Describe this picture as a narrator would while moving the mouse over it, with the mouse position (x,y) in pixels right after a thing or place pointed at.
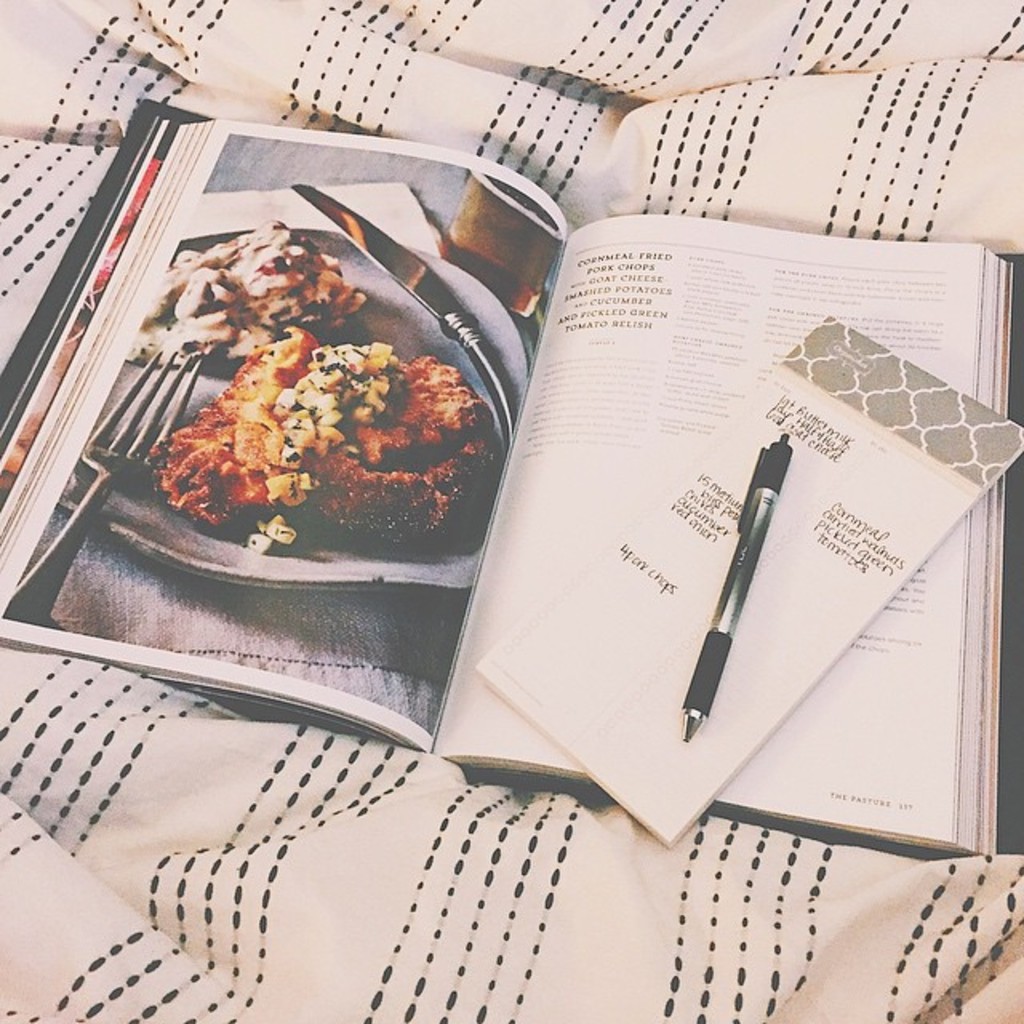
In this image we can see a book (452,593) with a picture (456,579) and a card (811,671) with some text (719,520) and pen (755,530) are placed on the cloth surface (699,823).
